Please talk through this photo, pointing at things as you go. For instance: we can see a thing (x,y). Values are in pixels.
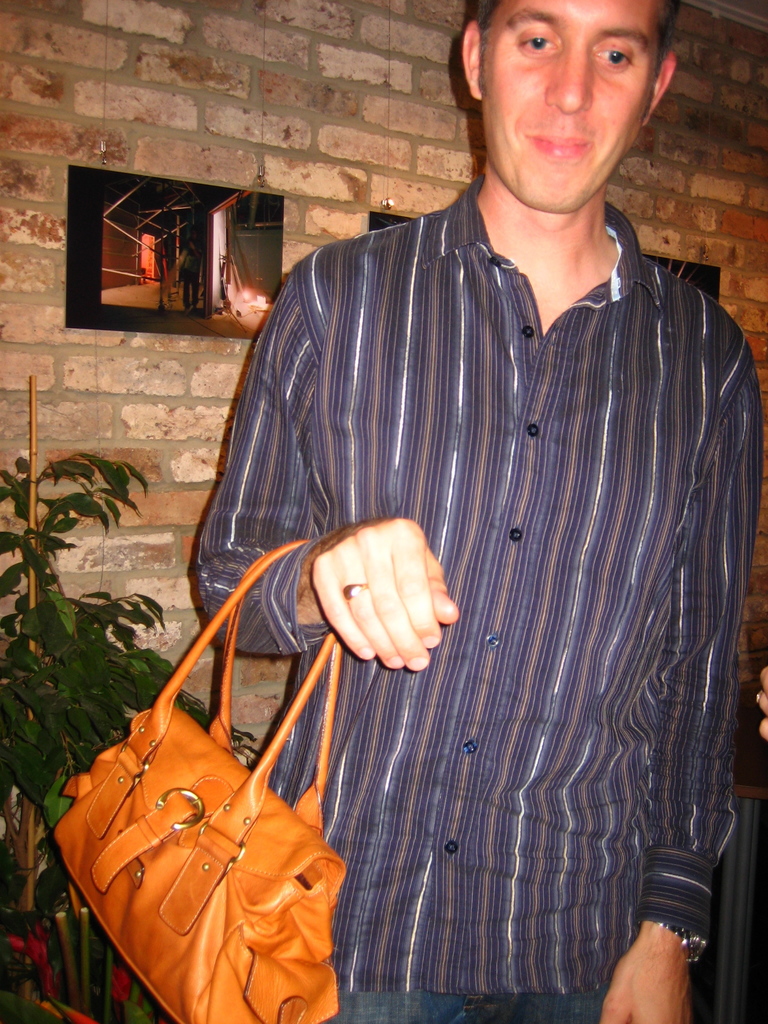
Here we can see a man (269,619) holding a handbag (325,646) in his hand (335,610) and behind him we can see a plant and there are something on the wall (338,215) present.
